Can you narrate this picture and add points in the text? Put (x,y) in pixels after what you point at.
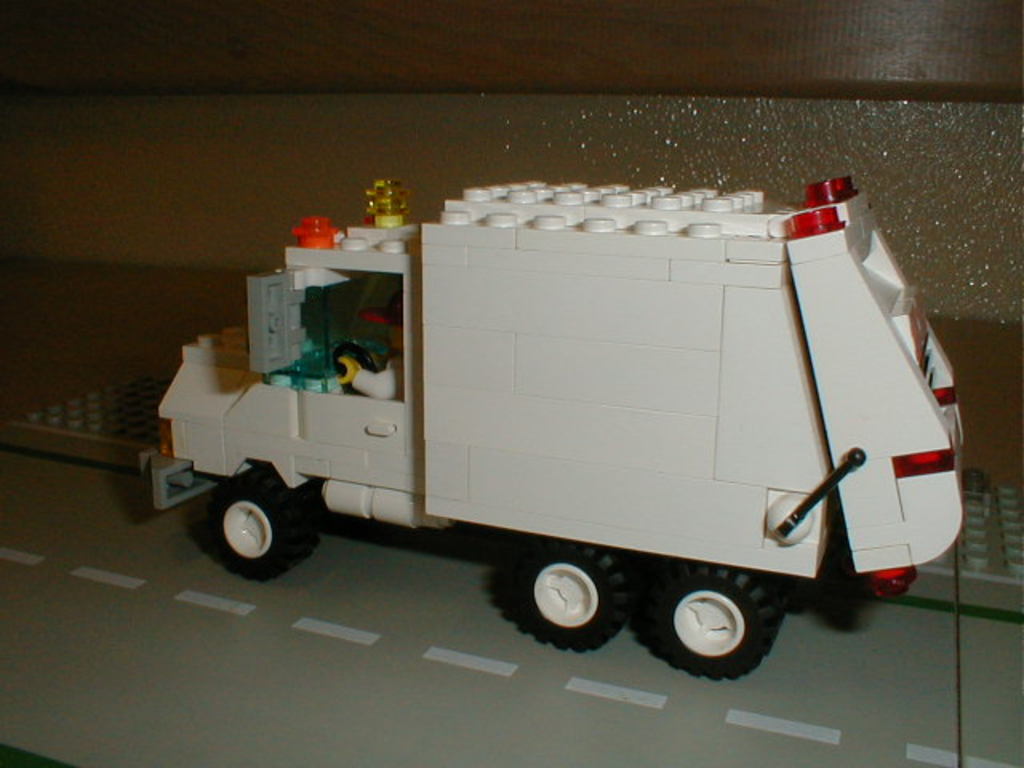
As we can see in the image there is a white color truck (504,398) on road (12,538) and there is wall (505,152).
